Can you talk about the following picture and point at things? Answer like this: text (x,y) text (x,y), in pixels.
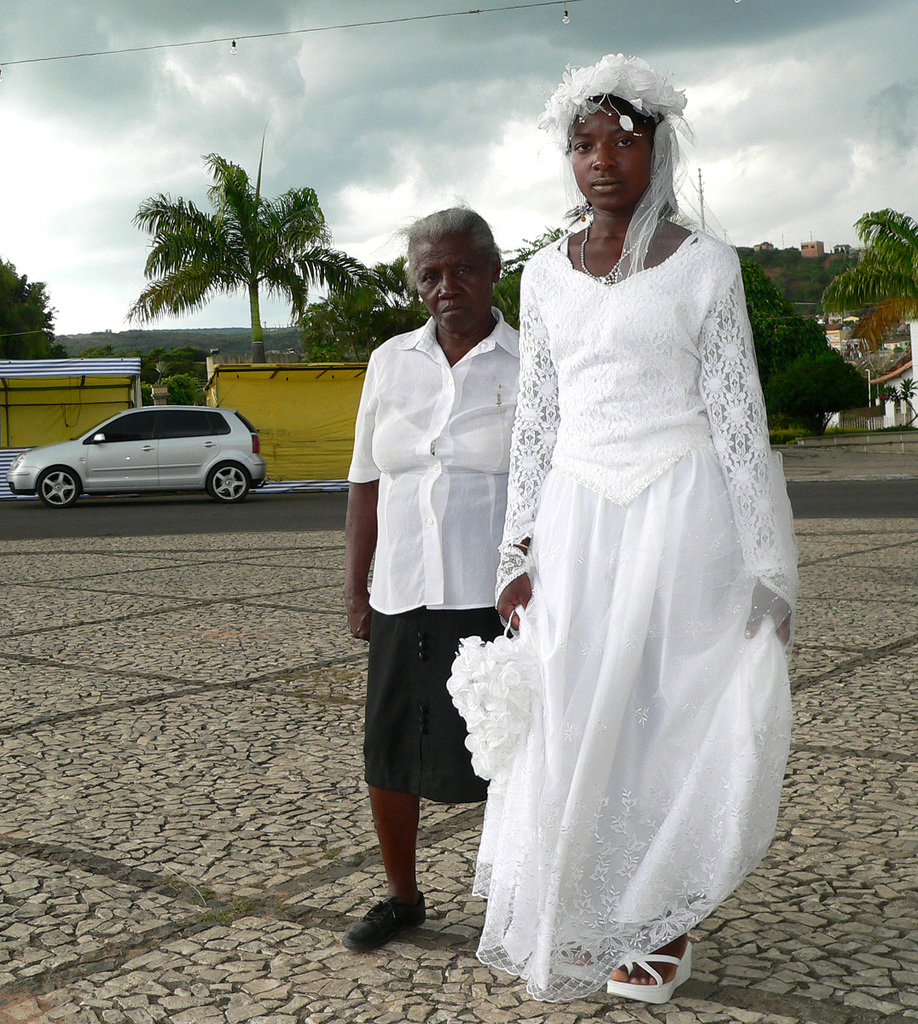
In this image I can see a woman (660,605) wearing white colored dress (664,485) and another person (477,476) wearing white and black colored dress (417,500) are standing on the road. In the background (297,510) I can see the road (307,506), a car (197,473) on the road (179,509), few buildings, few trees (885,302) and the sky (338,97).
